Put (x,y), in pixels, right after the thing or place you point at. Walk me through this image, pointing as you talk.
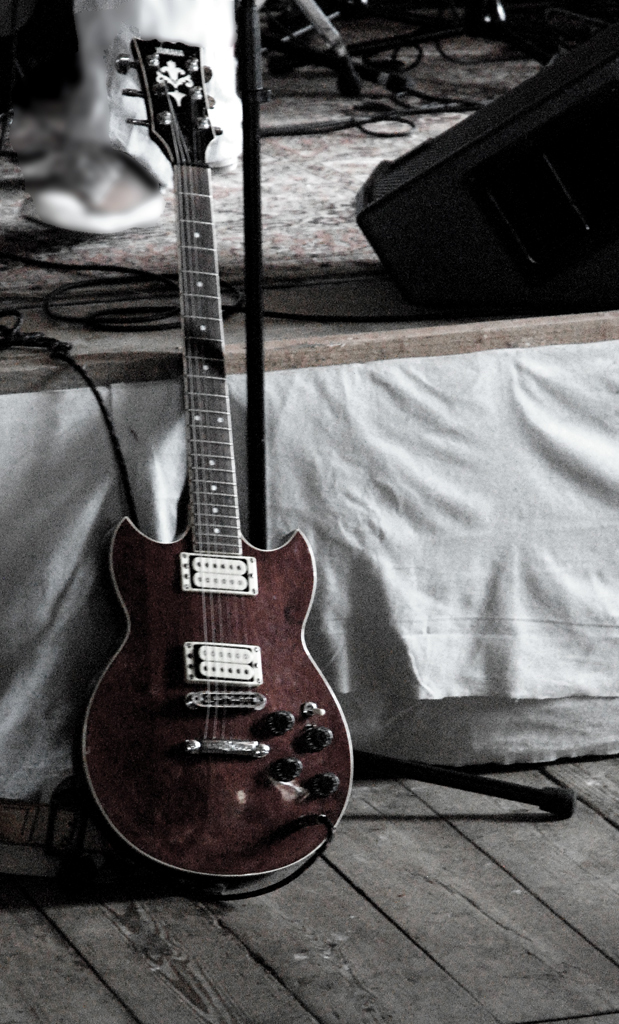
in this image there is a guitar (225,580) and a lot of wires (146,274) are present behind it. i can see legs (108,69) of a person (104,169) and a shoe (101,202).
